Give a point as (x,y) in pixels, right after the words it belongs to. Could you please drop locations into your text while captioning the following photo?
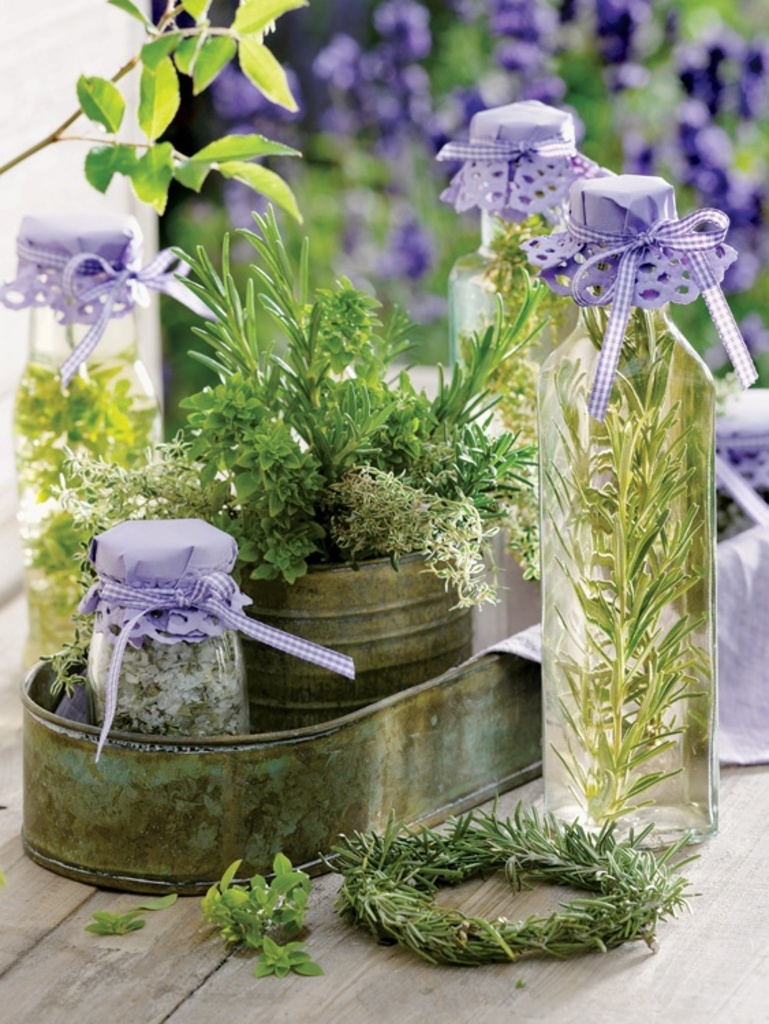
In this image we can see a flower pot (309,704), jar (189,632), bottles (647,617), leaves (247,909) and a tray (167,843) placed on the table (720,938). In the background (705,73) there are flowers (705,73).
